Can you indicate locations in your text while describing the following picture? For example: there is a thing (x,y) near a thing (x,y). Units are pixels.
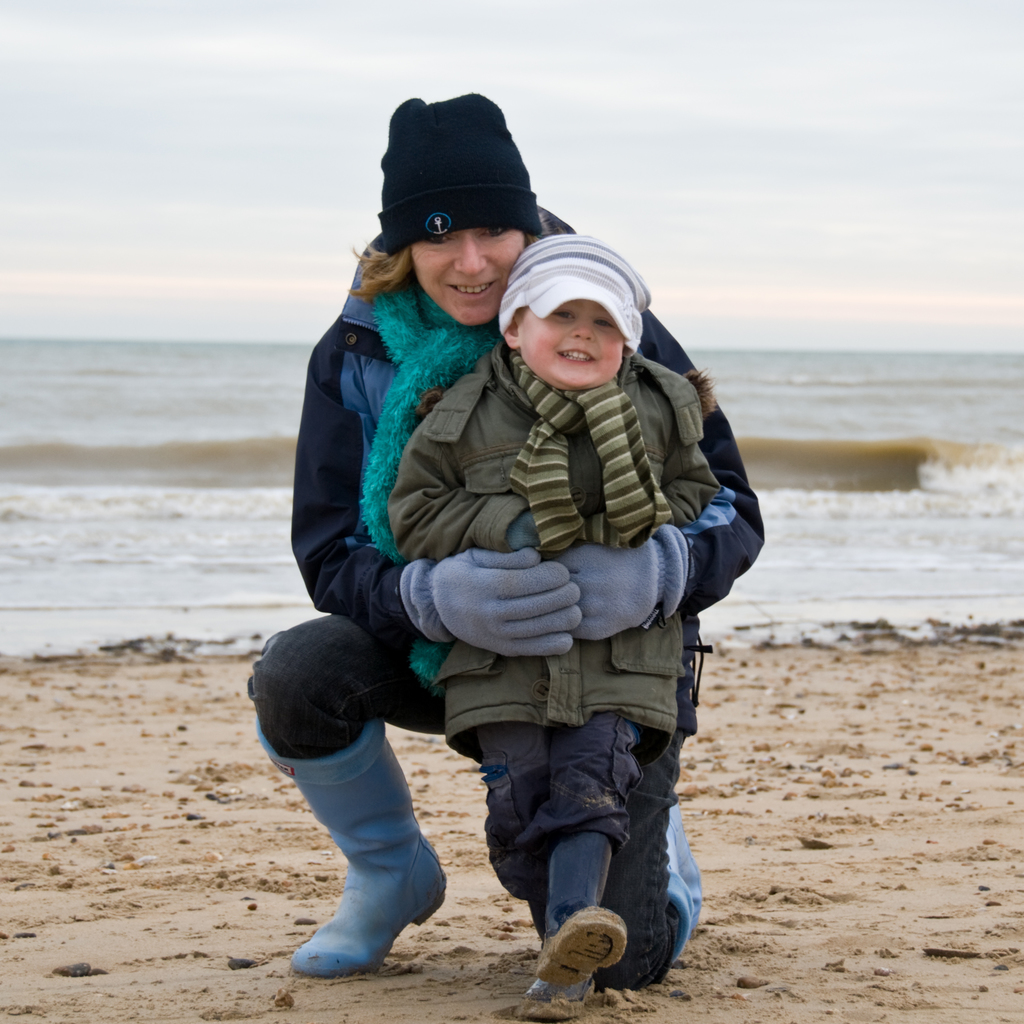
This is a beach (142,830). Here I can see a woman (378,613) holding a baby (588,542) in the hands (581,557) and sitting on the knees (652,909). Both are wearing jackets (436,463), caps (544,259) on their heads (478,282), smiling and giving pose for the picture. In the background (206,453) there is an ocean (146,428). At the top of the image (183,131) I can see the sky (242,156).
